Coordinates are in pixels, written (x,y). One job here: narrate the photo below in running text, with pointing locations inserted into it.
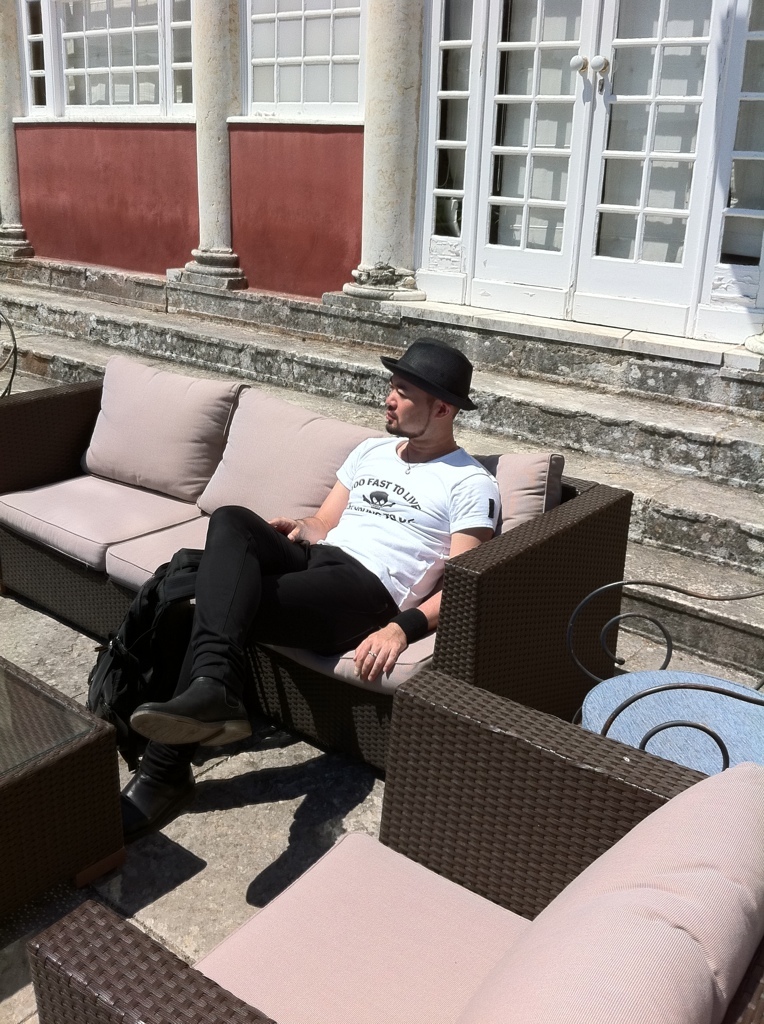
This picture shows a man (335,599) seated on the sofa (573,576) and we see a table (88,804) in front of him and few chairs (533,749).
